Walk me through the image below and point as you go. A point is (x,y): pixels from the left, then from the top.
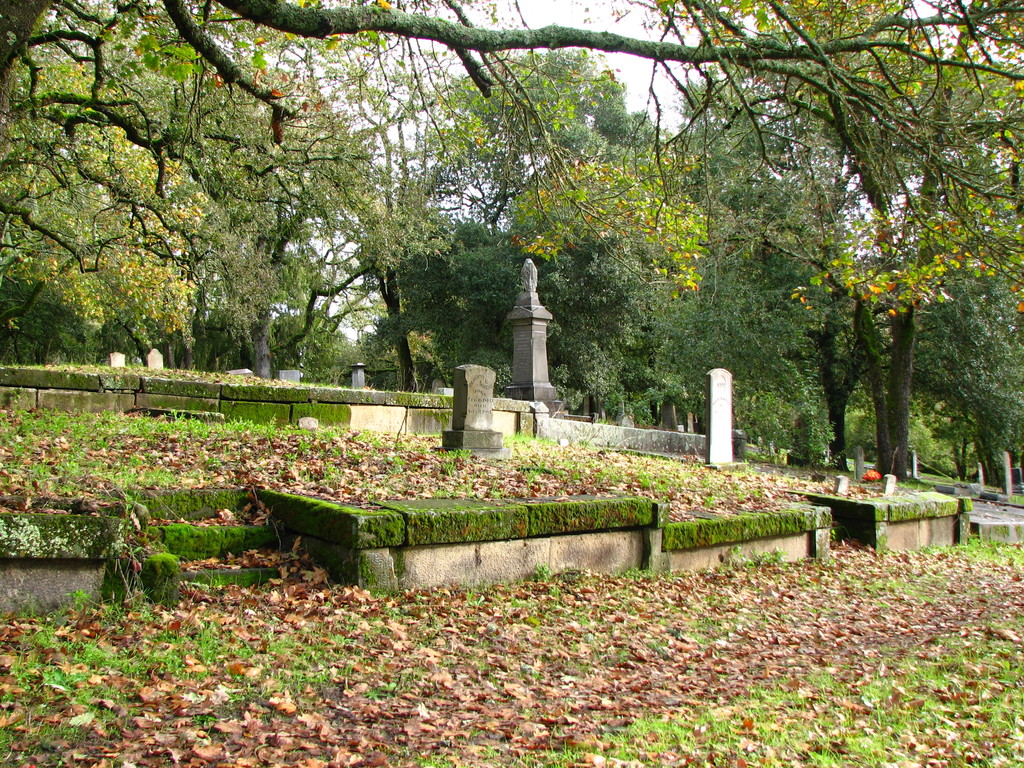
The image is taken in the graveyard (377,514) and we can see graves (718,467). In the background (205,190) there are trees (679,196). At the bottom (643,585) we can see leaves (524,707).
